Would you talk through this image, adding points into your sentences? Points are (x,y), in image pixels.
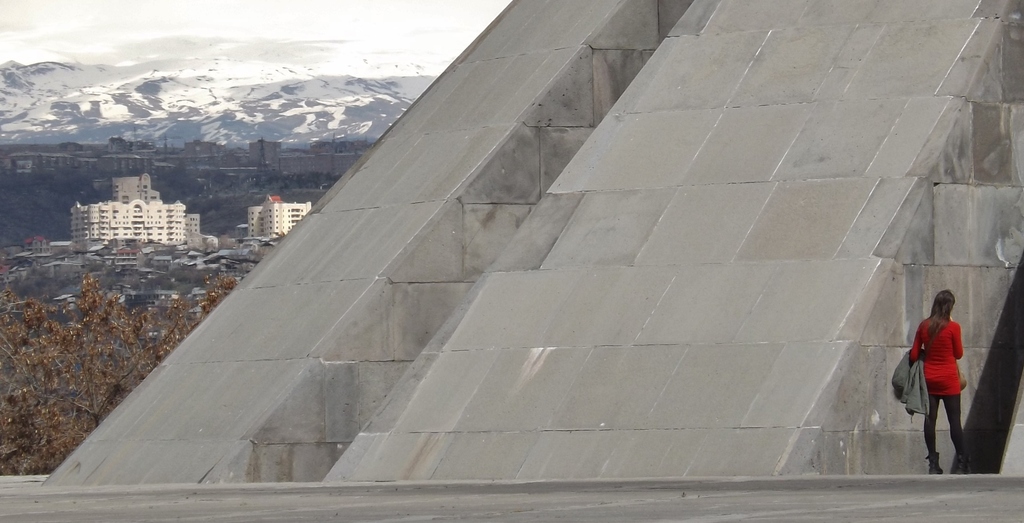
There is a woman (945,364) wearing red clothes (932,363) is standing in the right corner (936,380) and there is a sloped wall (833,203) beside her and there are buildings (129,198) and mountains (195,122) covered with snow (211,109) in the left corner (229,100).
